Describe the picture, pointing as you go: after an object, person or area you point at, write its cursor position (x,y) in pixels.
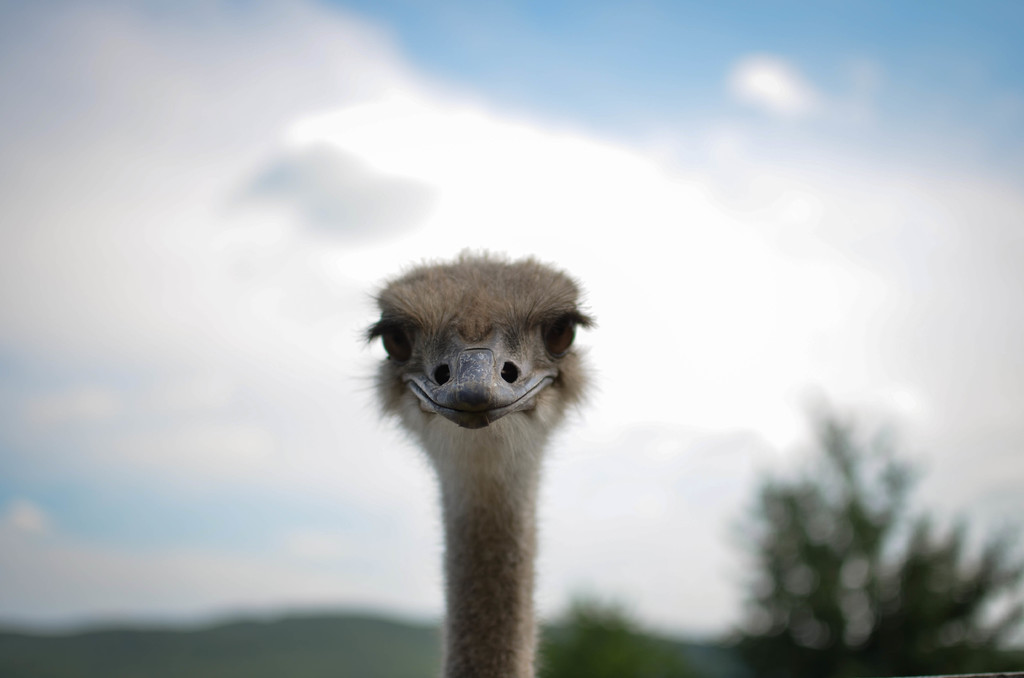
In this image in the front (496,431) there is an animal (490,438). In the background (779,482) there are trees (804,573) and the sky (533,244) is cloudy.
